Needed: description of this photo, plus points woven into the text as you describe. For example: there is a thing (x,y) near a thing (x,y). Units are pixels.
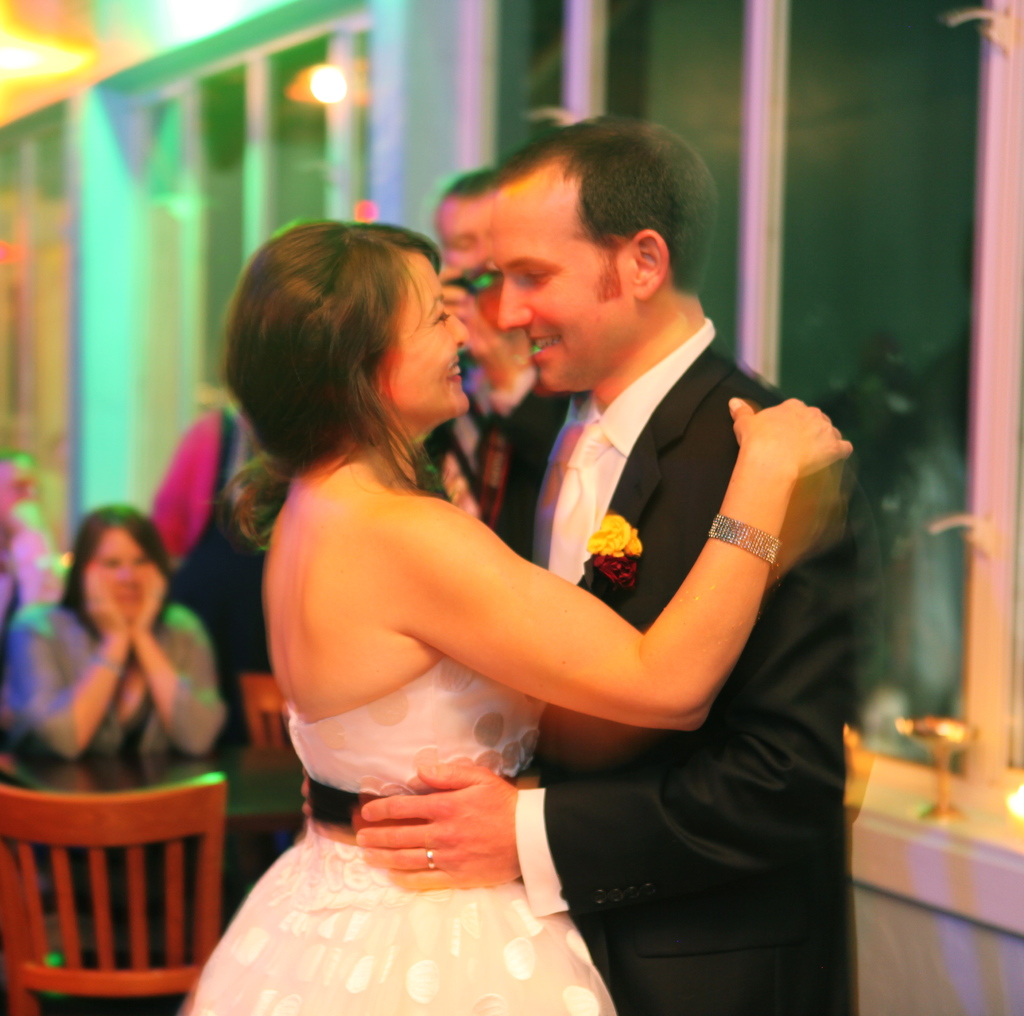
In this picture I can see a man (839,625) and a woman (649,721) in the middle (454,636), in the background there is a person (466,378) standing. On the left side (203,656) a woman (214,702) is sitting, there are chairs (21,895) and a table (262,813), on the right side (925,129) there are glass windows (930,94).
